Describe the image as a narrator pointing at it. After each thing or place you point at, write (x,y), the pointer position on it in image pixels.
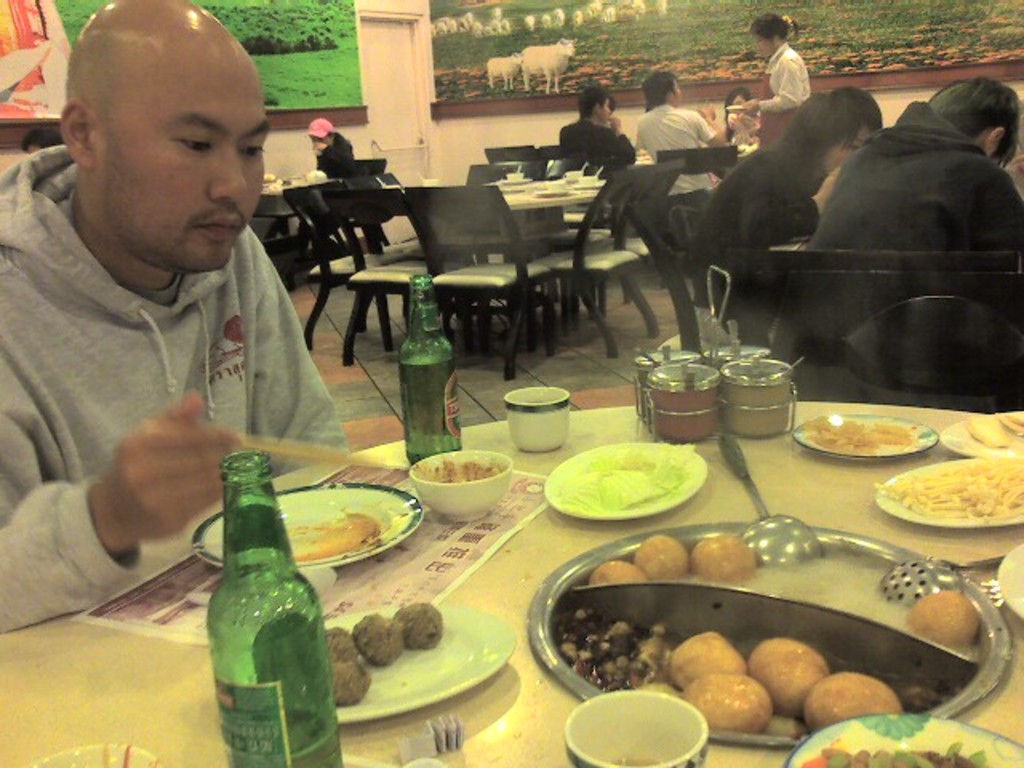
There are food items (715,651), bottles (253,651) and plates (383,502) are present on a table (521,557) as we can see at the bottom of this image (528,575). There is one person (121,367) sitting on the left side of this image (46,327) and we can see tables (262,195), chairs (690,253) and a group of people (738,172) in the middle of this image (612,269). We can see photo frames (331,64) attached to the wall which is in the background (464,65).
